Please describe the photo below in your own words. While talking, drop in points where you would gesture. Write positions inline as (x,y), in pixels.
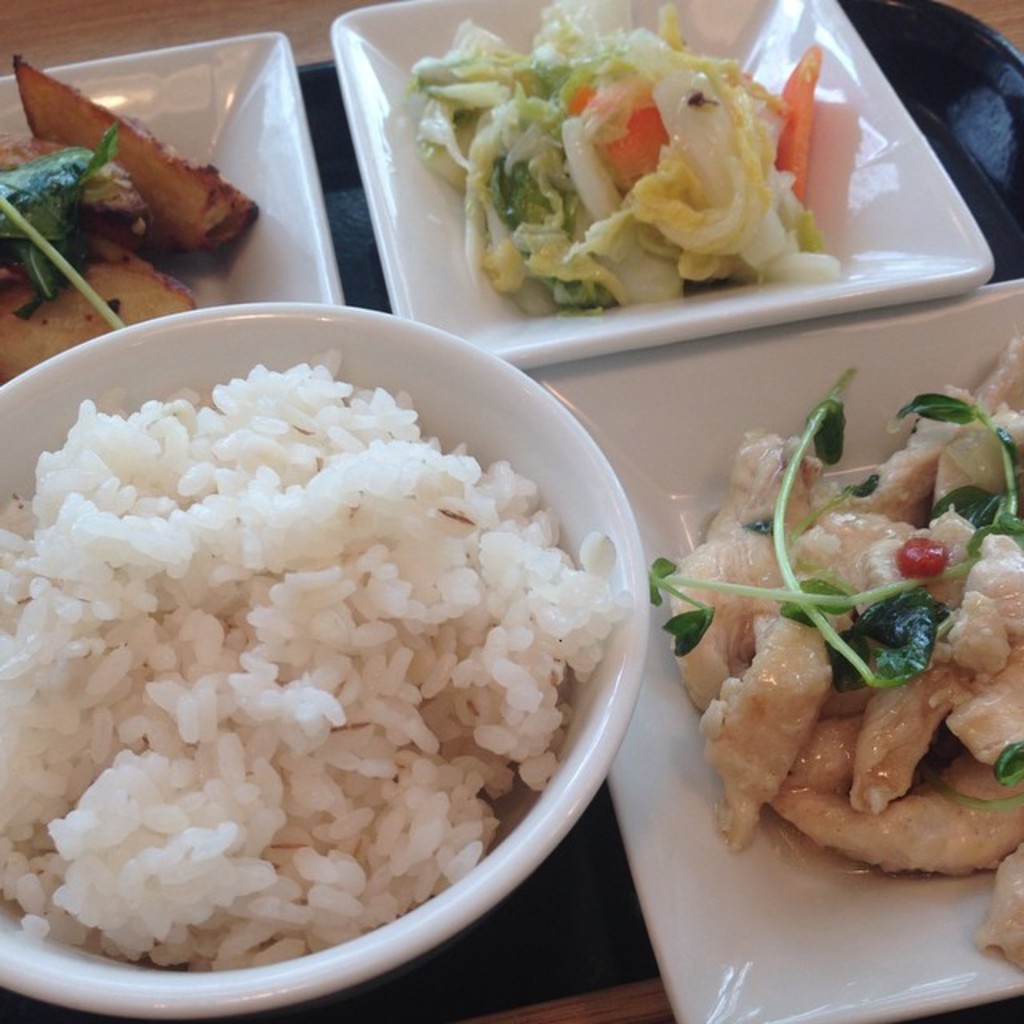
This is a tray (926,115) with a bowl (54,944) of rice (297,514), the plates (401,244) of salad (561,218) and meat (894,723). This tray (957,84) is placed on the wooden table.
